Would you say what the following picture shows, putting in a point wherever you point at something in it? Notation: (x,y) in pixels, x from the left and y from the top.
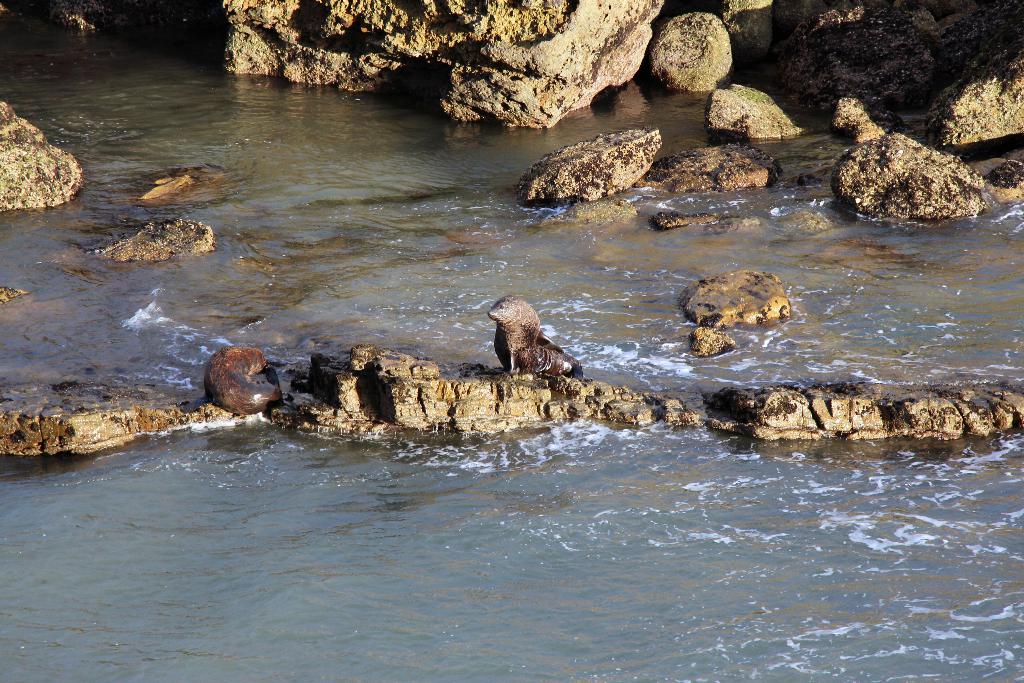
In this image I can see few animals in brown color and I can also see the water (531,256) and few rocks (319,26).
